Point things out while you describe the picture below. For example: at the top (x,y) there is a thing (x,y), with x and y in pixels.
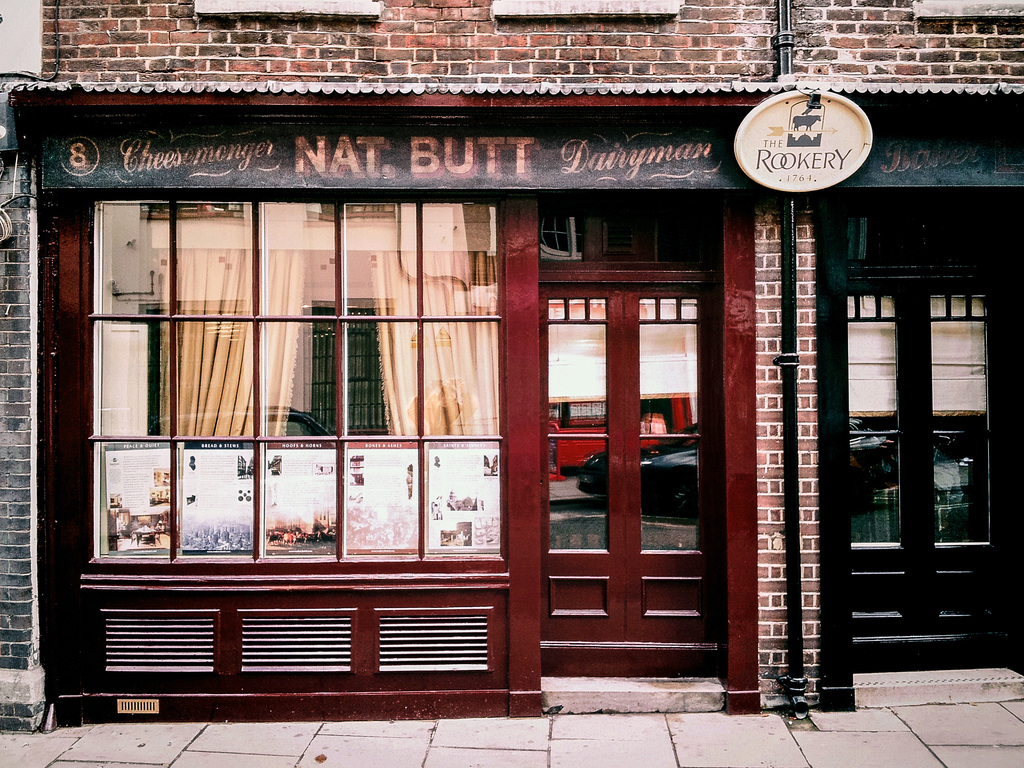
In this image we can see a wooden building (59,320) of a store (123,229) where we can see glass windows (240,400) through which we can see another building (157,349) and a car (289,422). Here we can see wooden doors (602,385), board (865,168) and the brick wall (495,35).
